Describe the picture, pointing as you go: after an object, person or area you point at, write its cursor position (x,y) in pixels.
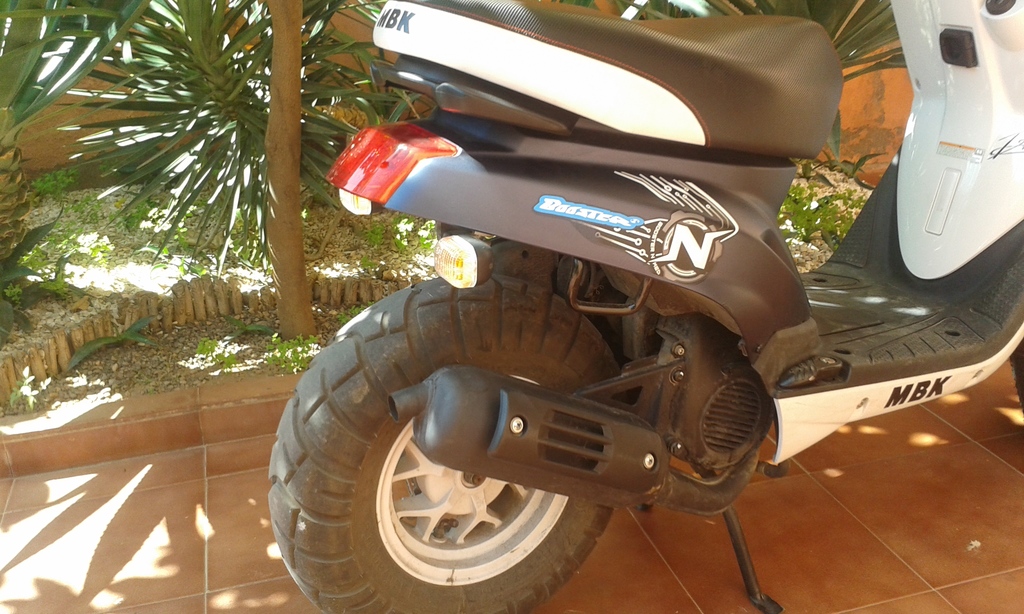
This image consists of a vehicle (749,406) parked. At the bottom (135,577), there is a floor (152,552). In the background (195,168), there are plants (275,71).
